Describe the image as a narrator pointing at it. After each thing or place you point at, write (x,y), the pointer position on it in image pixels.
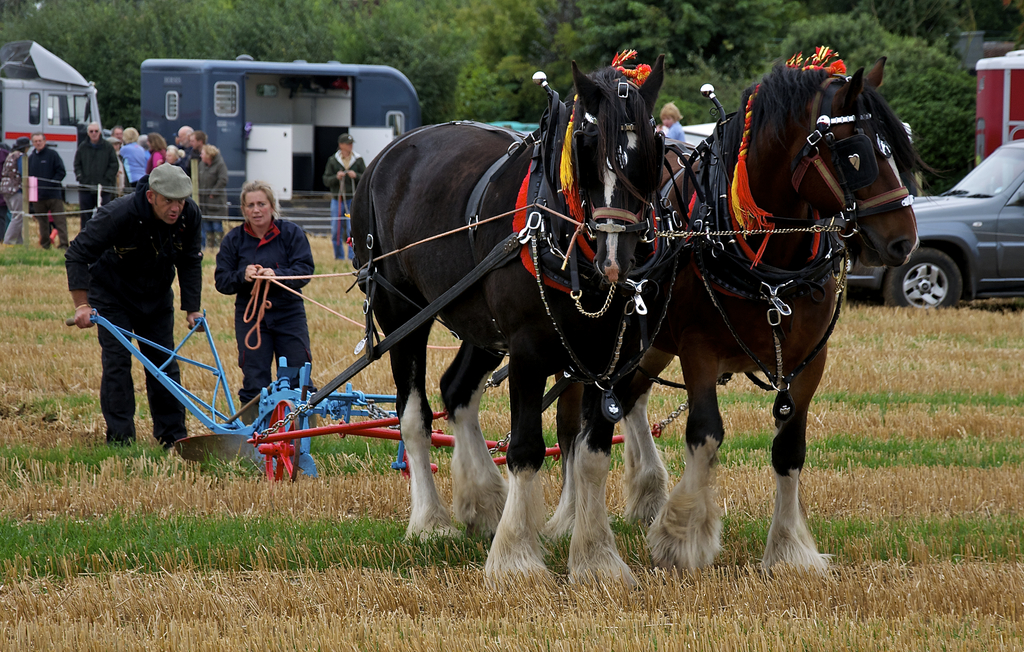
In this image, we can see horses (507,276) with a plough (274,389) and in the background (188,148), there are people (205,135) and we can see some vehicles (148,60) and there is a fence (25,168) and we can see a lady (265,271) holding ropes (263,281) and there is a person (162,203) holding a plough (113,334) and we can see trees (332,55). At the bottom (169,521), there is ground (211,536) covered with grass (147,530).
